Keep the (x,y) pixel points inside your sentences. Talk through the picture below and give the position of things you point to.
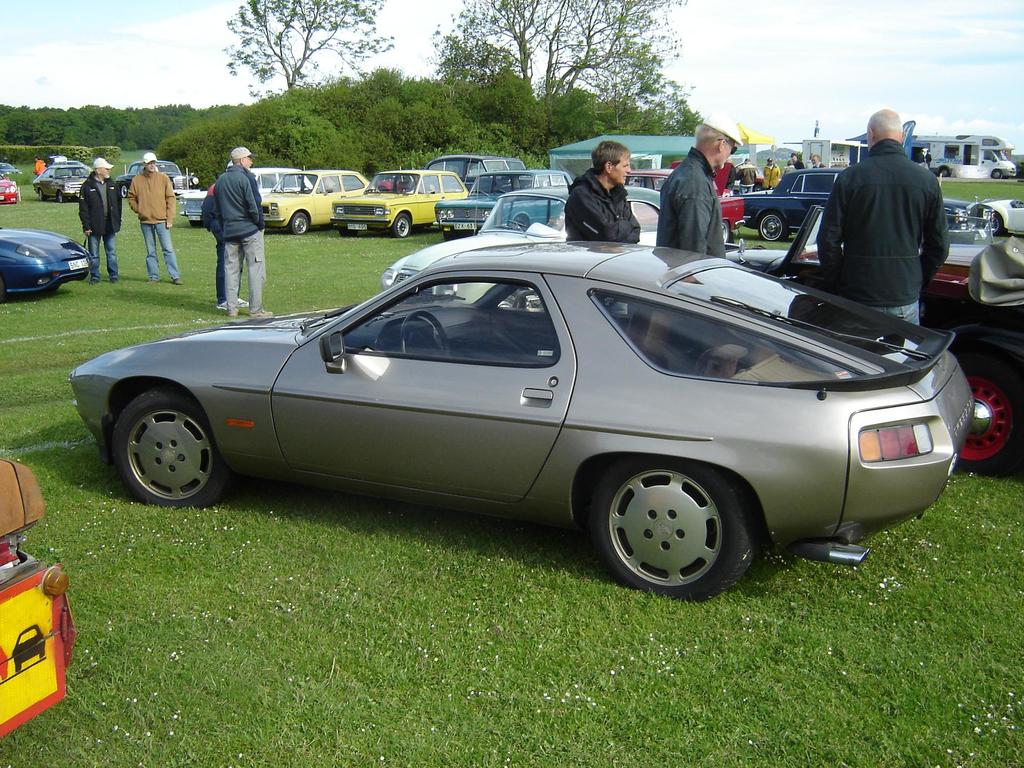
In this image, we can see people (624,194) standing and there are vehicles (546,345). In the background (425,106), there are trees (443,102) and at the bottom (402,654), there is ground (501,629). At the top (872,50), there is sky (897,50).
